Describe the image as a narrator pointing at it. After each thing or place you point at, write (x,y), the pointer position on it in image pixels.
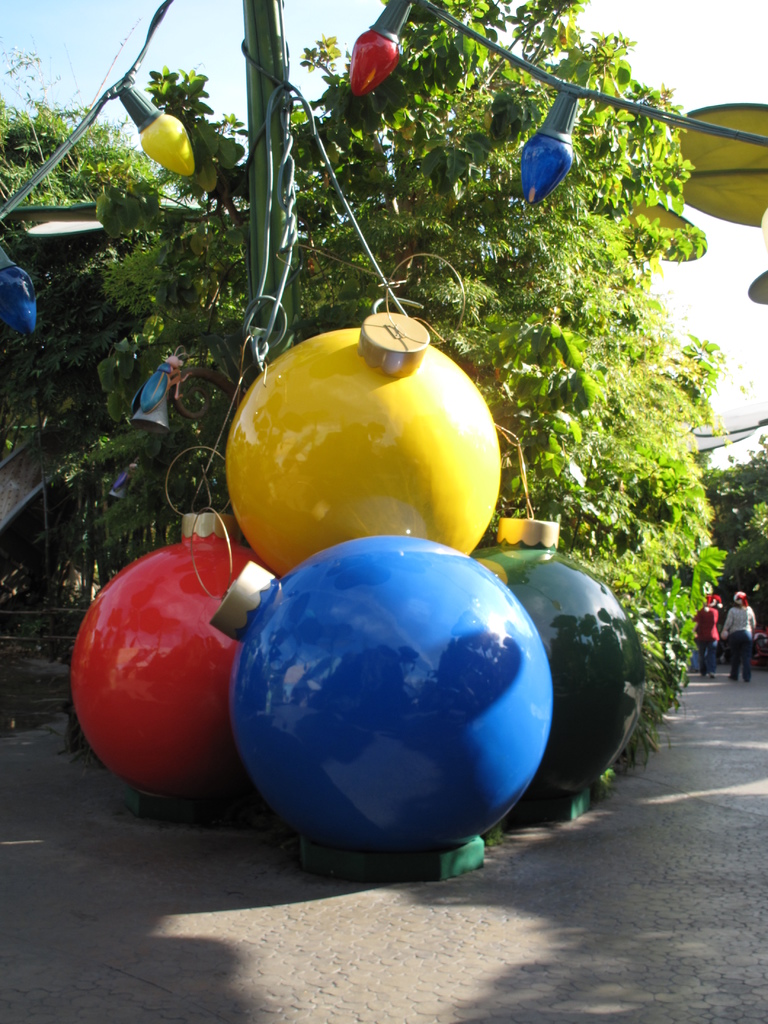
In this image I can see few lights (373,452) in yellow, red, blue and green color. Background (759,575) I can see few persons (710,614) walking, trees (600,268) in green color and sky (93,87) in white and blue color.
